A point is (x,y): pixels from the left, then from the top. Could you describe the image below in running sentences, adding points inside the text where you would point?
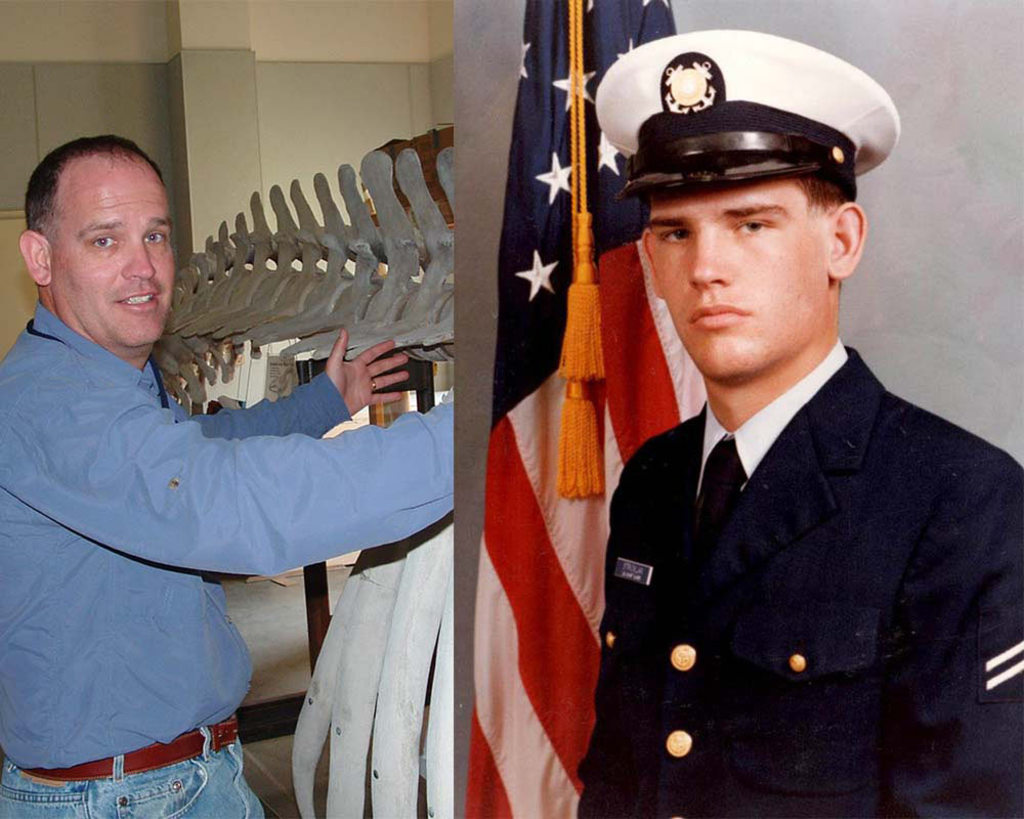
This is a collage. There is a person (227,462) standing near to the skeleton (343,294) on the image to the left side (331,287). Also in the background (219,98) there is a wall (205,71). And on the image to the right side (766,270) there is a person (741,490) wearing cap (735,117). In the back (616,302) there is a flag (507,472) with ropes (566,337). In the background (937,256) there is a wall (946,266).
